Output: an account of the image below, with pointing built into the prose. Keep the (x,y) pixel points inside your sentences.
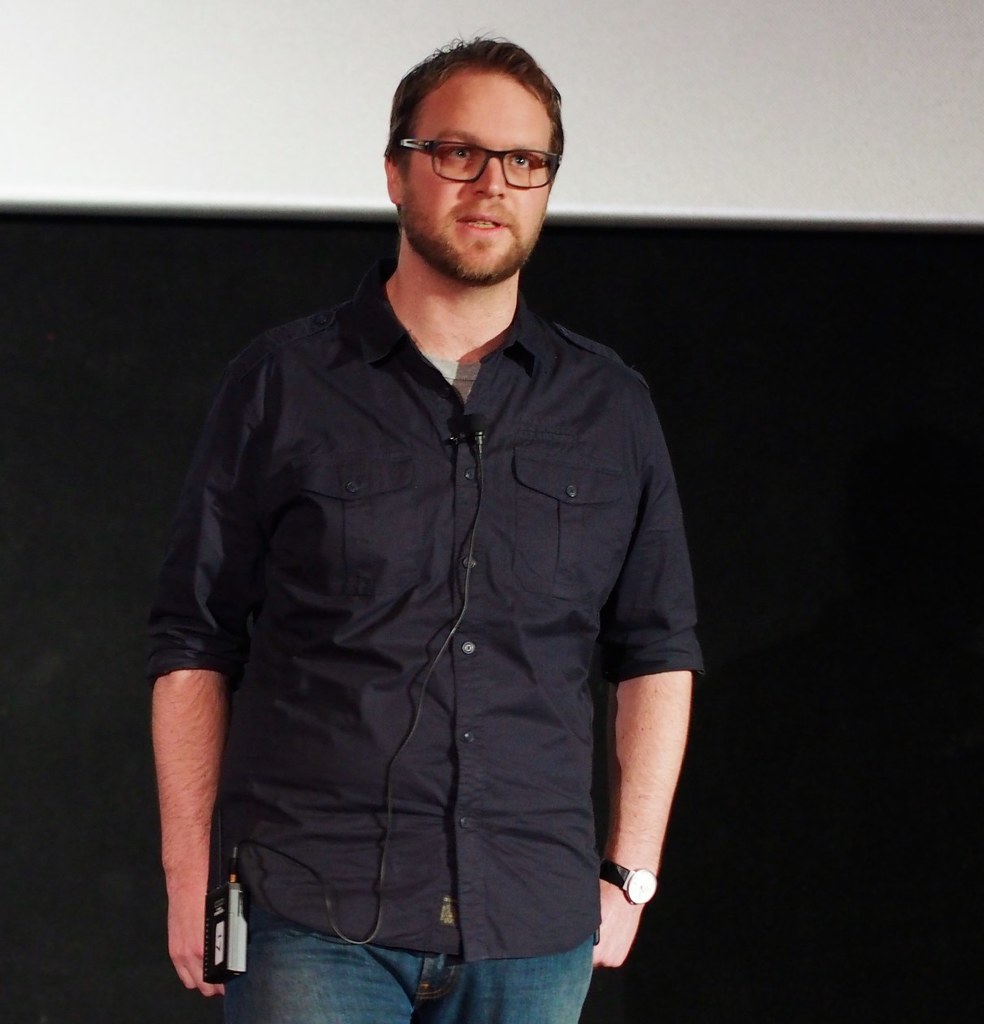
In this image there is a person (430,665) wearing a black shirt (402,704) is standing. He is wearing a watch (632,892). Background (100,602) is in black and white color.
